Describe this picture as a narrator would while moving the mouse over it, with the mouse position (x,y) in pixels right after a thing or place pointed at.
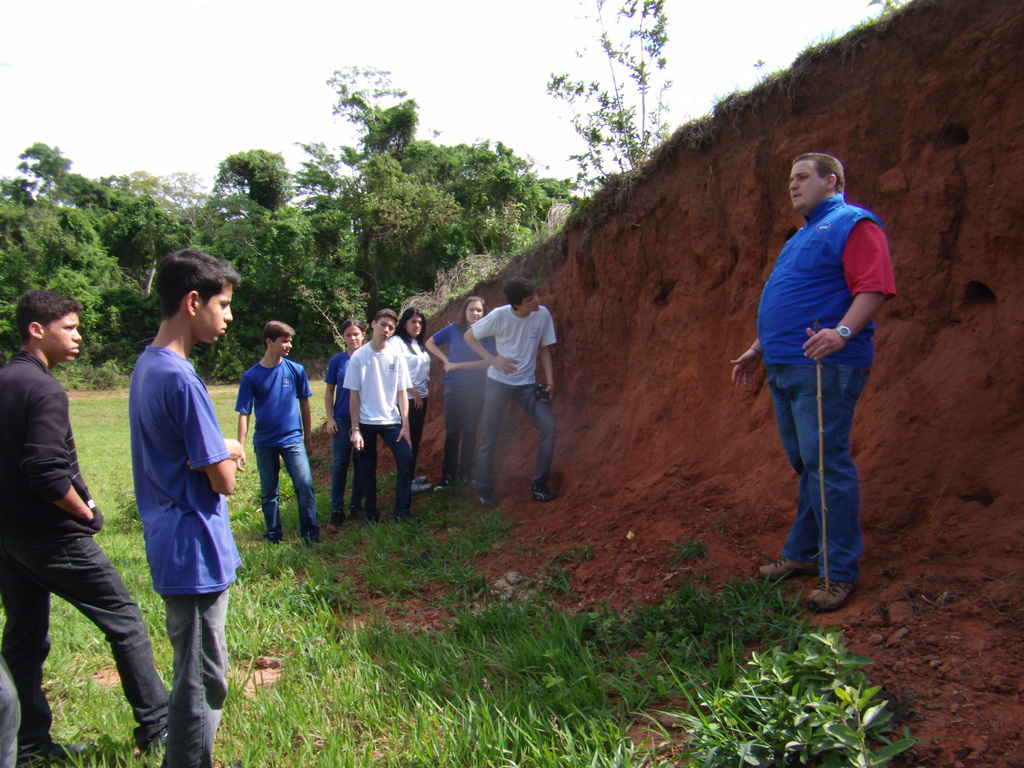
In this image we can see a few people (275,430) standing, among them two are holding the objects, there are some trees (120,289), grass (254,638) and mud (270,660), in the background (653,130) we can see the sky (104,75).
